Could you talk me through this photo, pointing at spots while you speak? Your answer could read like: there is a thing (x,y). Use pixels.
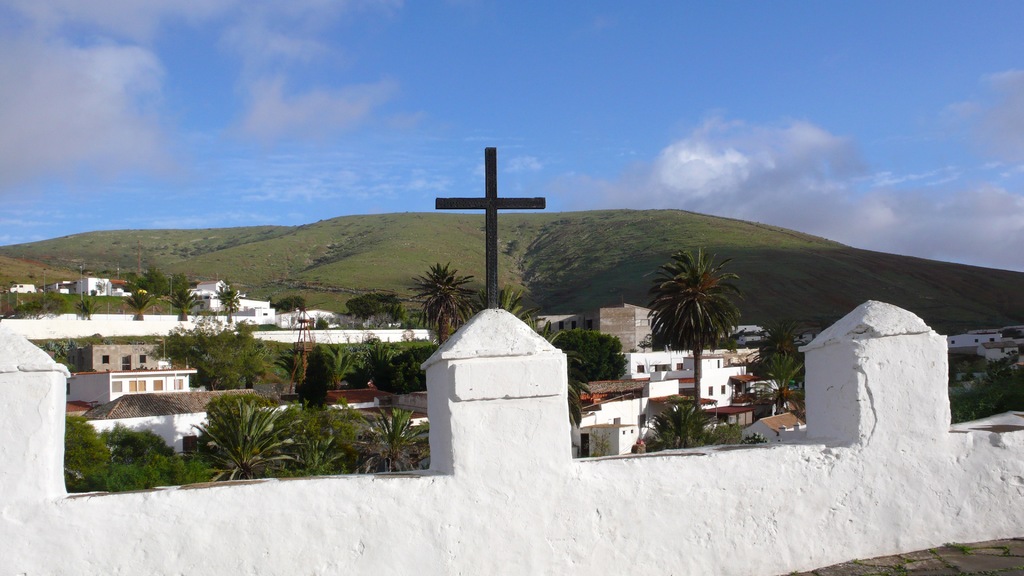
In this image we can see the white color wall (60,533) where a cross symbol (491,226) is fixed to it. Here we can see the trees (699,295), houses (660,366), hills (479,288), grass (527,280) and the blue color sky (256,142) with clouds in the background (467,191).
